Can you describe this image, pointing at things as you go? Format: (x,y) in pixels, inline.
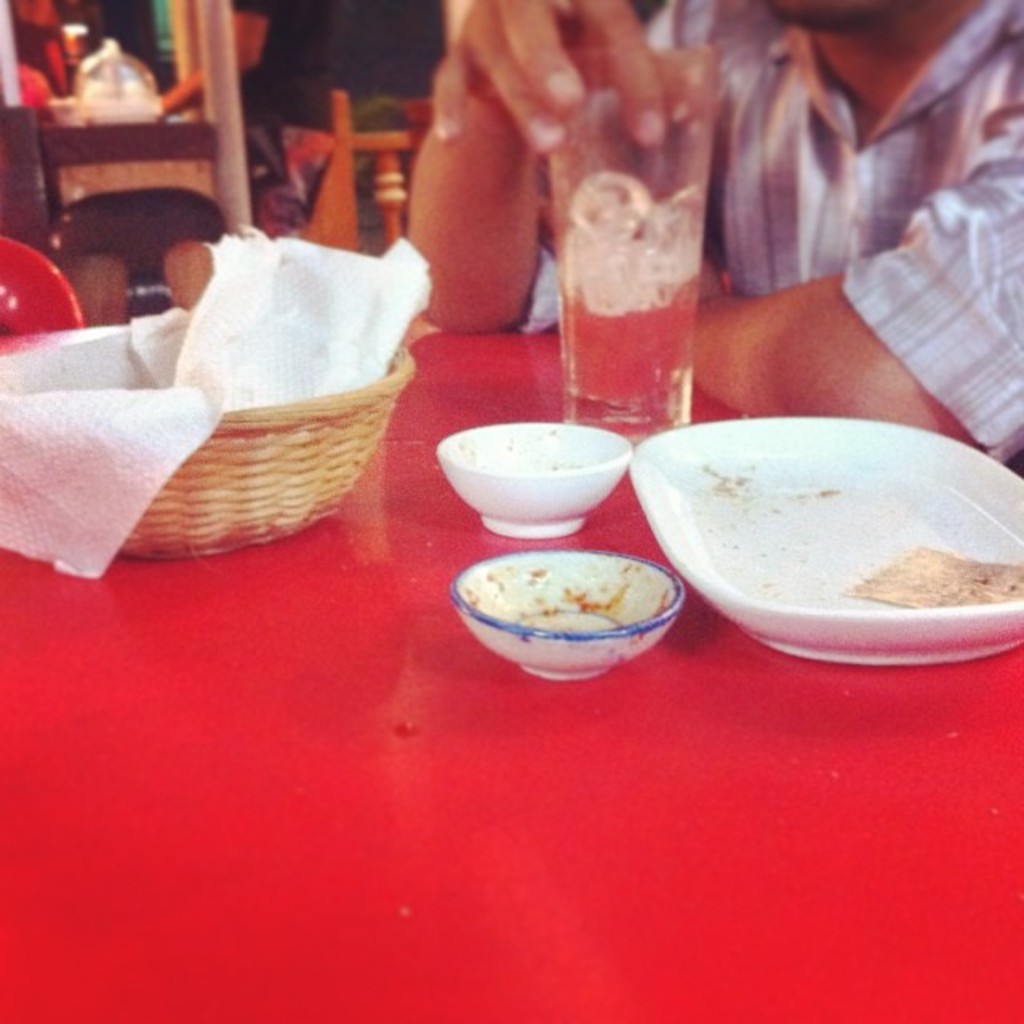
In this image we can see one red color table (331,694). On table (293,646) we can see basket (268,456), tissues (287,352), bowls (541,459) and plate (883,553). Background of the image (908,135), one person (905,171) is there who is wearing shirt (844,152) and wooden thing (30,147) is present.
